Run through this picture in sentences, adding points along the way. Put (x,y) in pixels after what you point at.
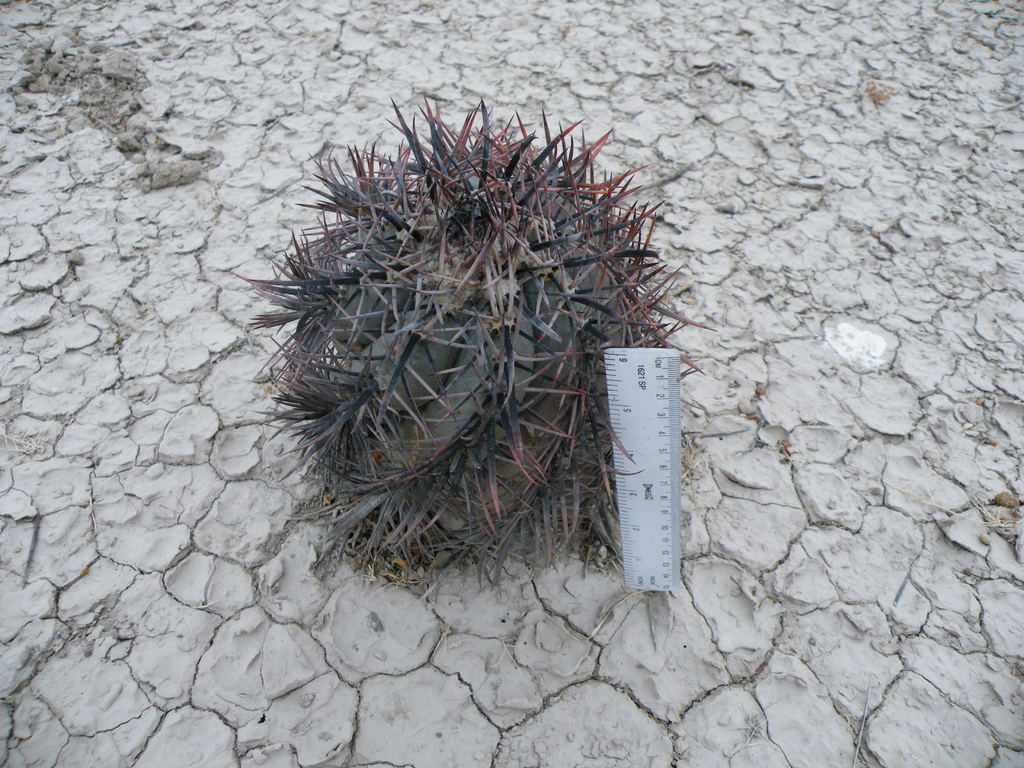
In the center of the image (451,326) there is a cactus (442,373) and scale (623,498) on the ground (89,698).
